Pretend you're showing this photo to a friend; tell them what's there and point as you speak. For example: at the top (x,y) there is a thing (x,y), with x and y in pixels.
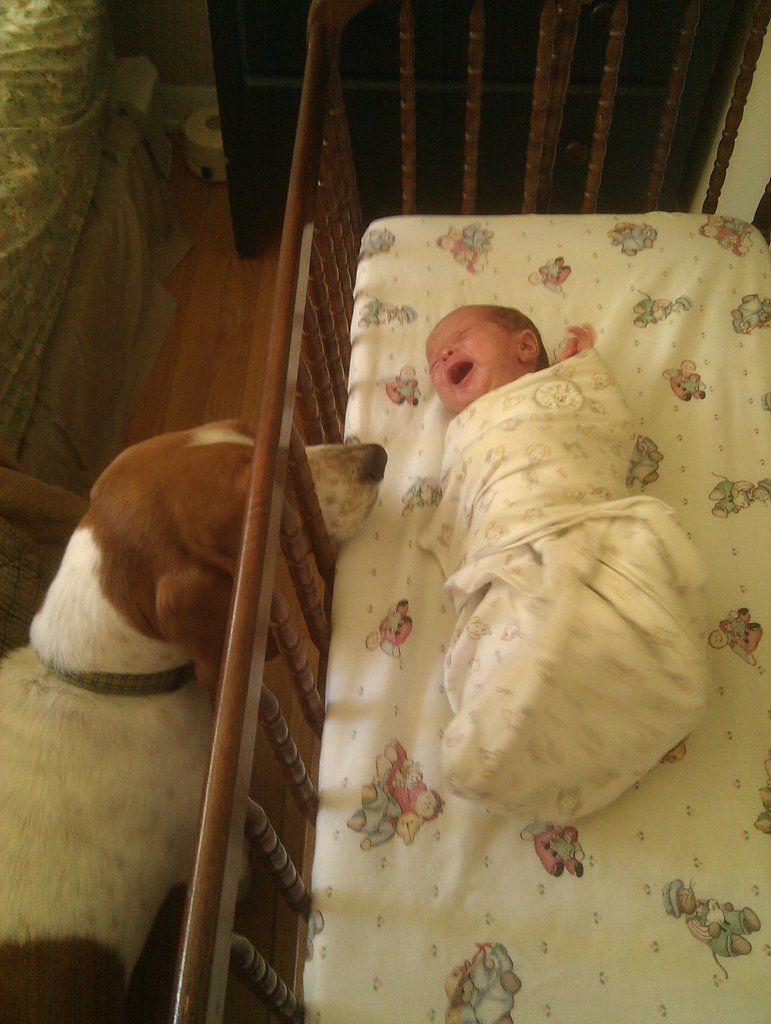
In this image I can see a baby (457,354) is laying in the cradle (522,308) and I can see the cream colored cloth (560,494) around the baby (506,412). I can see the dog (107,796) which is brown, cream and black in color is standing on the floor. I can see few objects (286,105) which are black, white and green in color in the background (45,209).
